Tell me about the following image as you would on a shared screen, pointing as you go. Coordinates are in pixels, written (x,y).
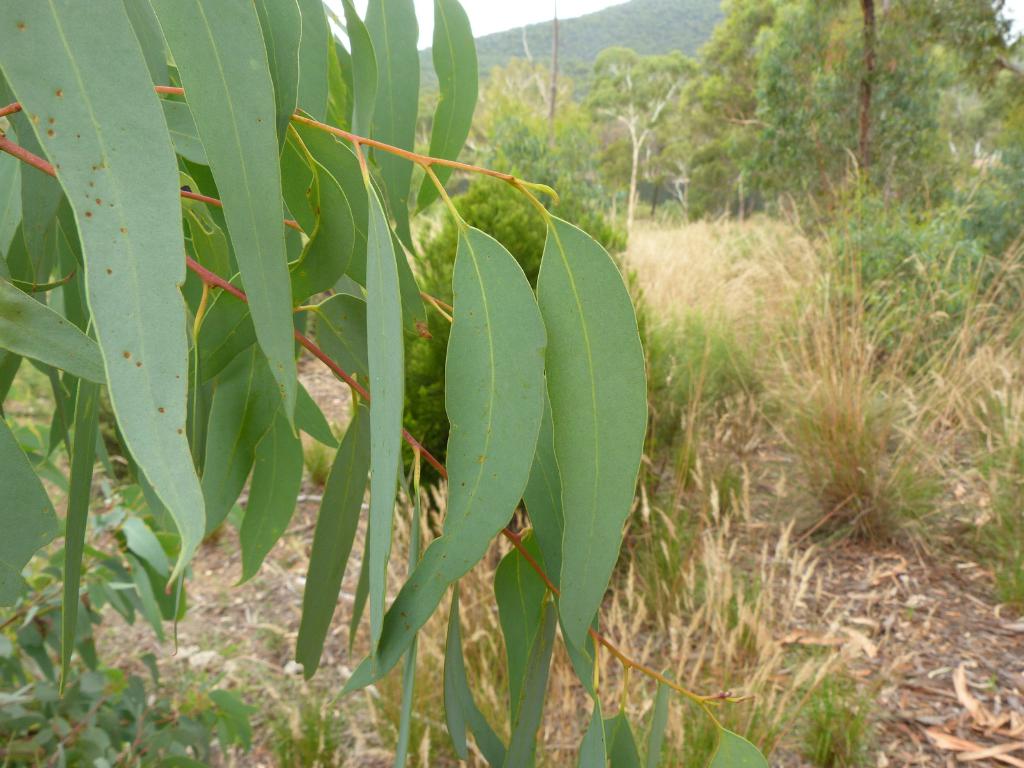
in this image in the foreground (232,231) there is a branch (399,366) of tree (260,194), in the middle (670,375) there are some trees (494,141), hill (585,42), grass (818,231) visible.
